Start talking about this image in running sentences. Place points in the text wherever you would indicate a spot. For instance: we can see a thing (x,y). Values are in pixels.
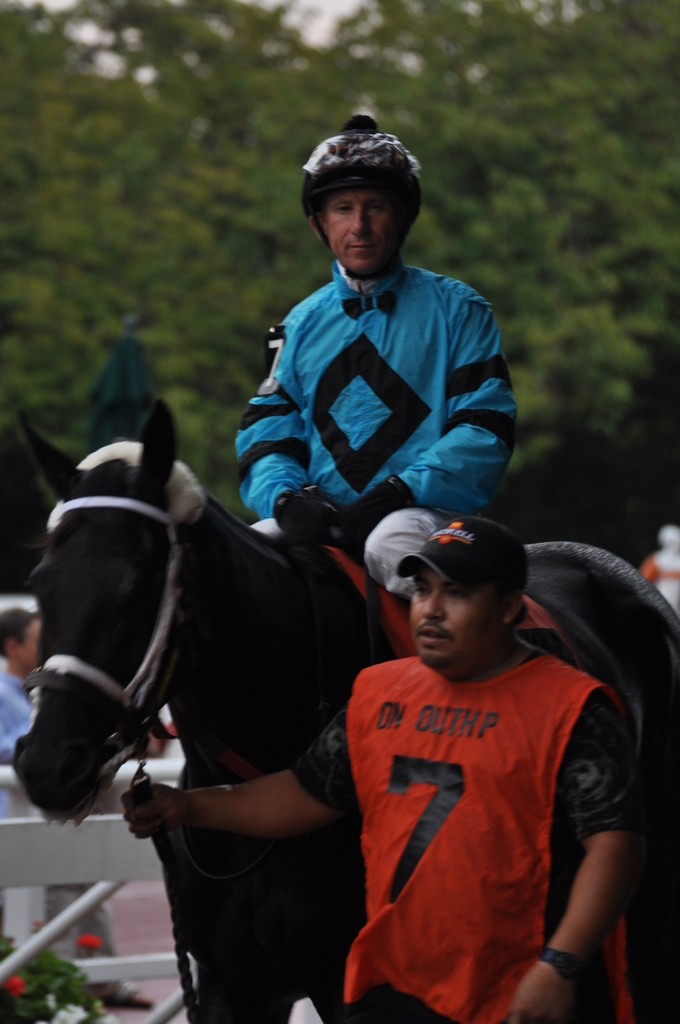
The image is outside of the city. In the image there are two men's (472,500), one man (400,445) is sitting on horse (309,569) other man (500,707) is holding a horse (240,743). In background (17,669) we can see some people (19,719), trees (167,218) and sky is on top.
